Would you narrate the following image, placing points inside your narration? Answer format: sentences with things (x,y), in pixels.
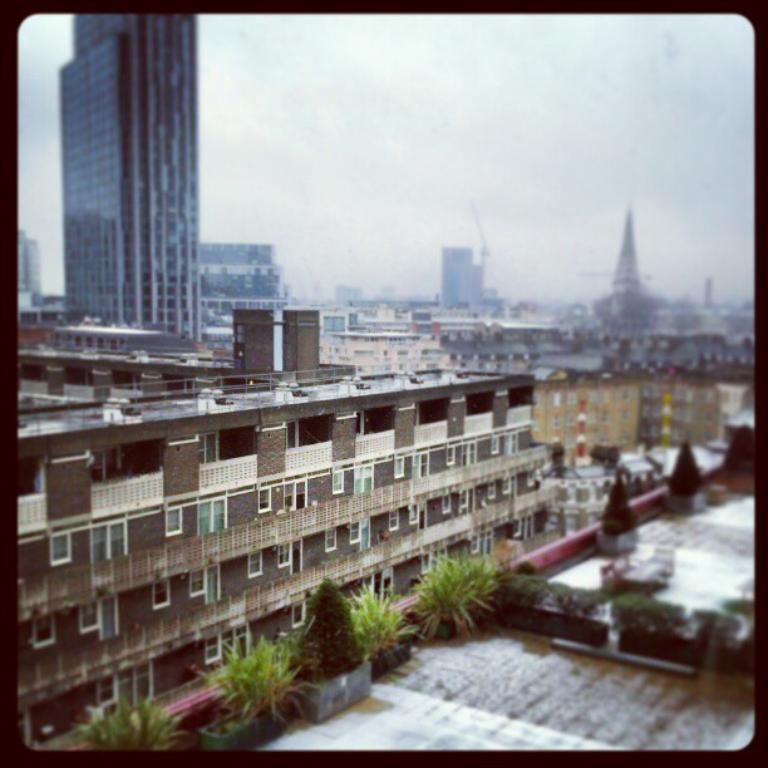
In this picture, we can see a few buildings (597,518) with windows (229,645), plants (129,717) and the sky (456,203).
